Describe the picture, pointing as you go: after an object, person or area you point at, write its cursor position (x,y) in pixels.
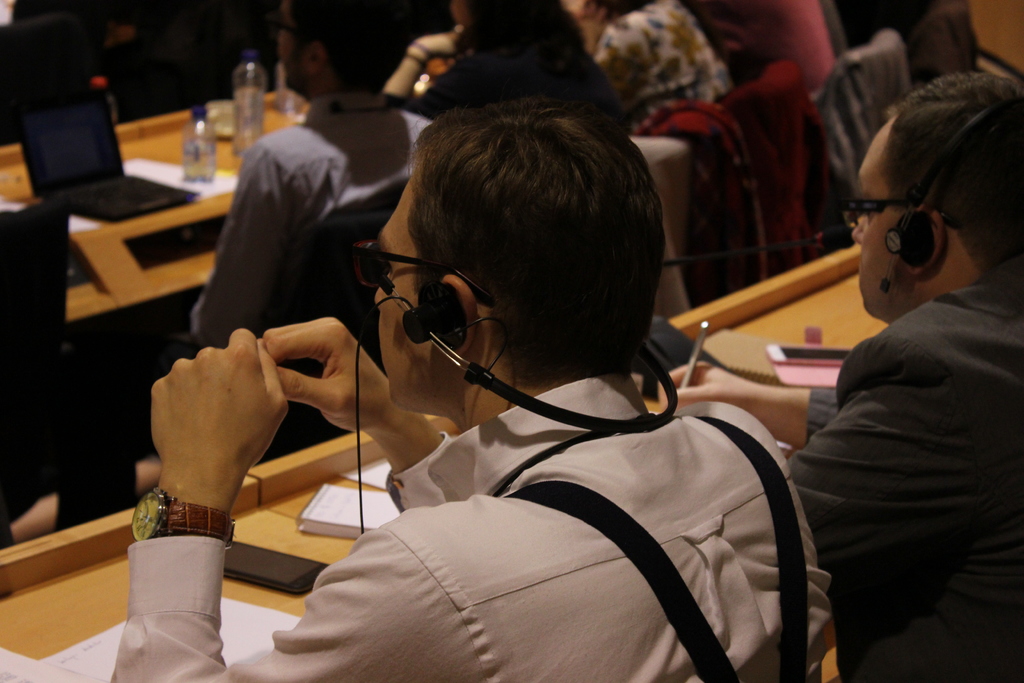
In this image there are group of person (490,240) sitting on a chair (683,172). The person (541,476) in the front (501,500) is wearing a headset (430,326) and is leaning on the table (280,603) in front of him. On the table (289,613) there is phone (267,579), paper (243,624). At the right side (886,374) the person (946,388) wearing a black colour suit (934,398) is having a headset (907,234) in his ears (920,238). In the background (461,35) there are four person (657,46) sitting on a chair (677,144). There is a laptop (121,182) in front of this man (287,162). On this table (180,164) there are two bottles (238,114).
